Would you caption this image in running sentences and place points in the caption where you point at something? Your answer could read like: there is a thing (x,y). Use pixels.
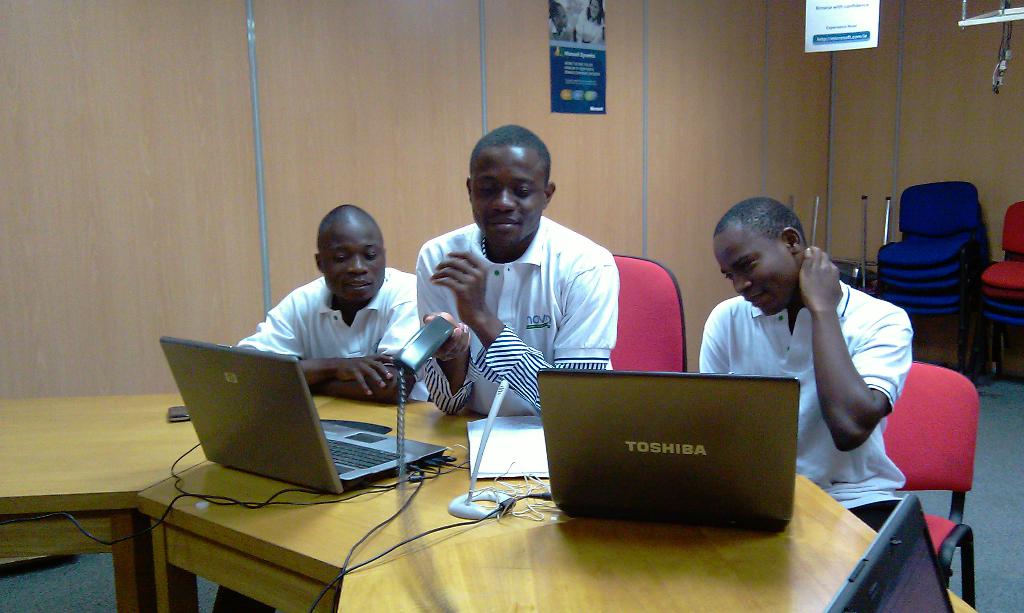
In this picture we can see three persons (852,470) are sitting on the chairs (973,454). This is table (506,540). On the table (481,600) there are laptops (708,447). This is floor (1023,424). On the background (781,129) there is a wall (686,207).
